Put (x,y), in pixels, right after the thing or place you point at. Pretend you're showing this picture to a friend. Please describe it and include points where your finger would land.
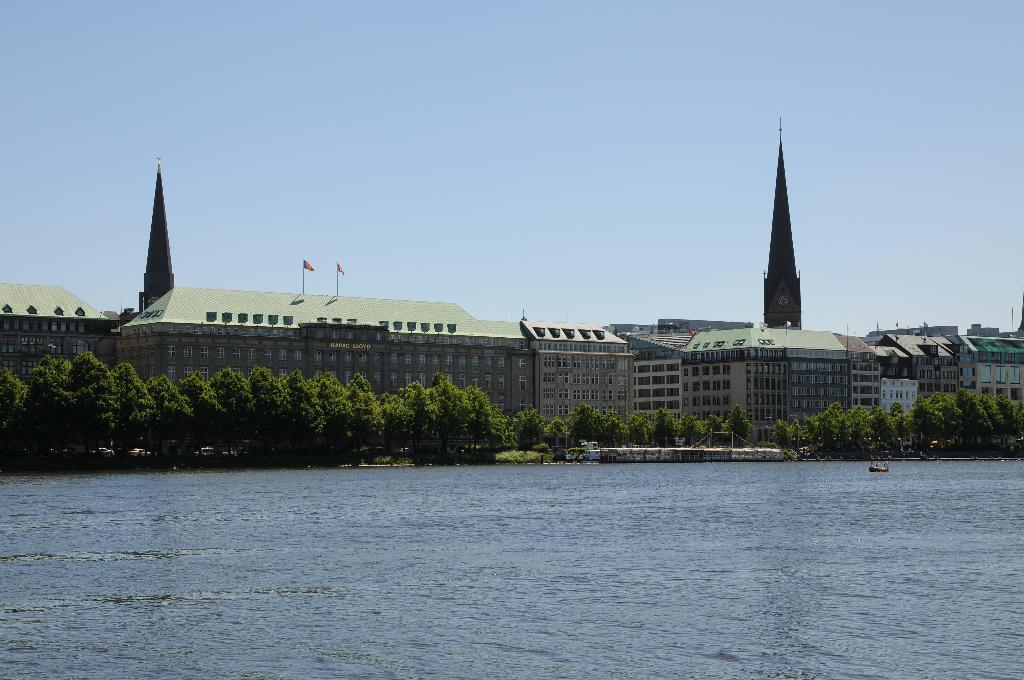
We can see water (507,478). In the background (94,404) we can see trees (89,399), buildings (702,392), towers (778,249), flags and sky (330,275).
